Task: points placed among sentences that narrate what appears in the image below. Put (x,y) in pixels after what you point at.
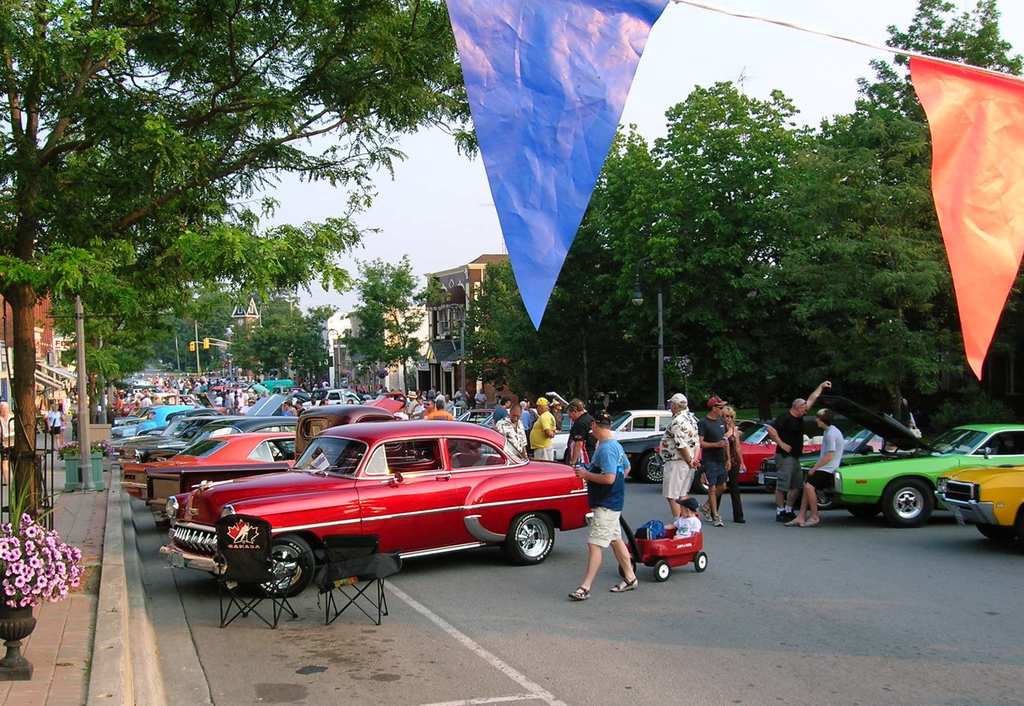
In this image a person (615,534) holding a trolley (654,564) is walking on the road (647,597). A baby (688,531) is sitting on the trolley (667,552). Left side (247,597) few chairs (358,564) are on the road (302,599). Behind few vehicles (300,582) are on the road (303,603). Few persons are standing on the road (795,573). Right side (755,449) few vehicles (905,482) are on the road (975,547). Left side (42,586) there is a pot (34,626) having a plant (29,588) in it. Behind there are few poles (78,311) and trees (69,328) on the pavement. Top of the image (979,152) two flags (930,65) are attached to the rope (871,43). Background there are few trees (473,356). Behind there are few buildings (448,334) and sky (431,202).
